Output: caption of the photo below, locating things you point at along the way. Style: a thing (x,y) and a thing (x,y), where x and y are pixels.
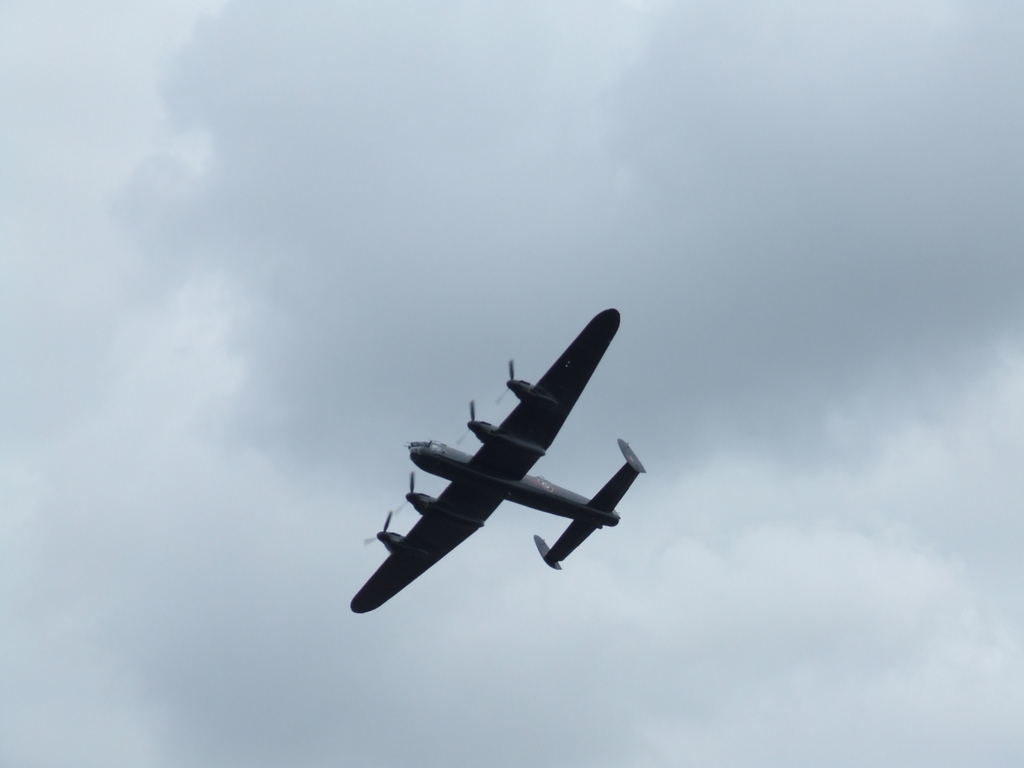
In this image, I can see an aircraft (361,606) in the air and the sky (629,303). This picture might be taken in a day.
